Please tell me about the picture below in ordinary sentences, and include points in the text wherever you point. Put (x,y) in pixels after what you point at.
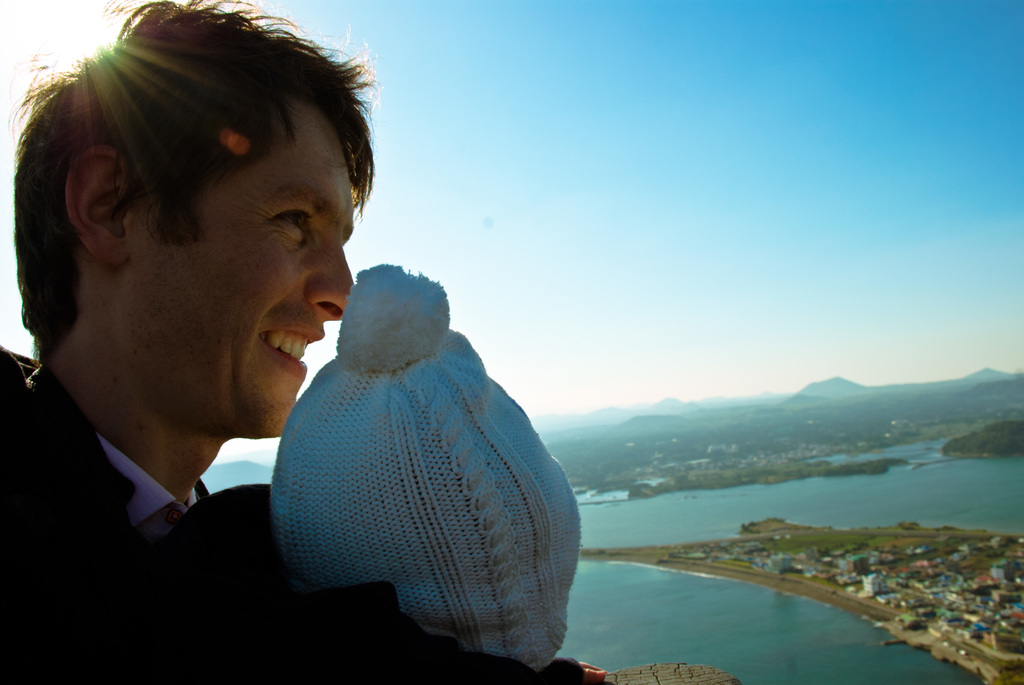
This image consists of a man (151,357) on the left side (161,457). He is smiling. There is a kid (436,461) in front of him. There is water (590,567) on the right side (748,621). There is sky (577,159) at the top (599,219).
